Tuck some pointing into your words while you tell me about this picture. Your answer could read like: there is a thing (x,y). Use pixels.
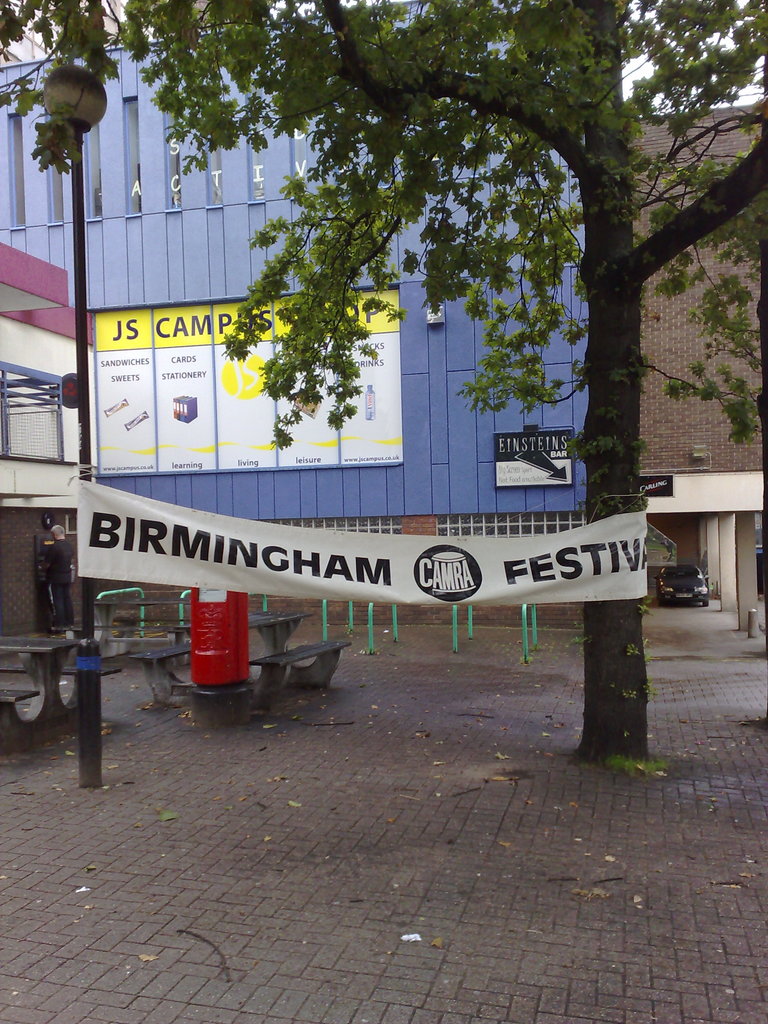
In this image we can see the buildings (466,334). On the building (289,484) we can see a board (548,472) and banner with text (524,472). In front of the building (404,379) we can see a person (52,595), barriers (324,617) and a red box (242,655). In the foreground (93,522) we can see a banner (190,586) attached to a tree (609,604) and a pole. On the banner (375,542) we can see the text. On the right side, we can see a car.
